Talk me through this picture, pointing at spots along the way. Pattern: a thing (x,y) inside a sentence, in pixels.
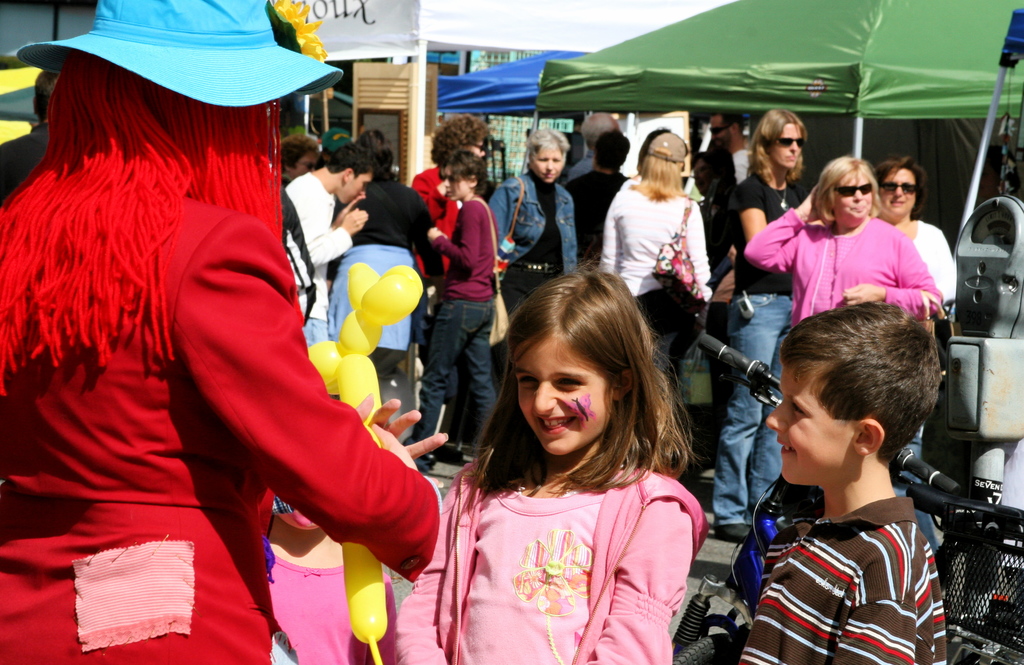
This image is taken outdoors. In the background (472,69) there are a few buildings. There is a board (360,31) with a text (365,14) on it. There are a few tents (741,92). In the middle of the image (392,267) many people (388,435) are standing on the road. On the right side of the image (1004,627) there is a bike (942,596) parked on the ground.
